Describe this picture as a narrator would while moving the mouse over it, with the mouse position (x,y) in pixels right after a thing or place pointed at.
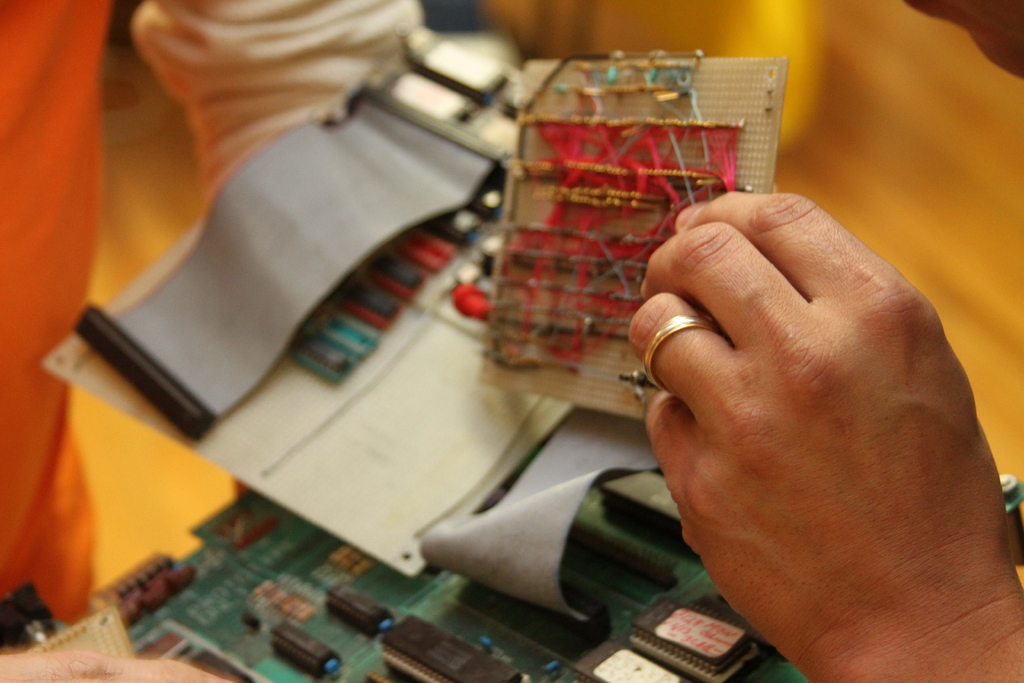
In this image I can see the person (805,462) holding the breadboard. In the background (343,642) I can see few electronic components (342,594).
